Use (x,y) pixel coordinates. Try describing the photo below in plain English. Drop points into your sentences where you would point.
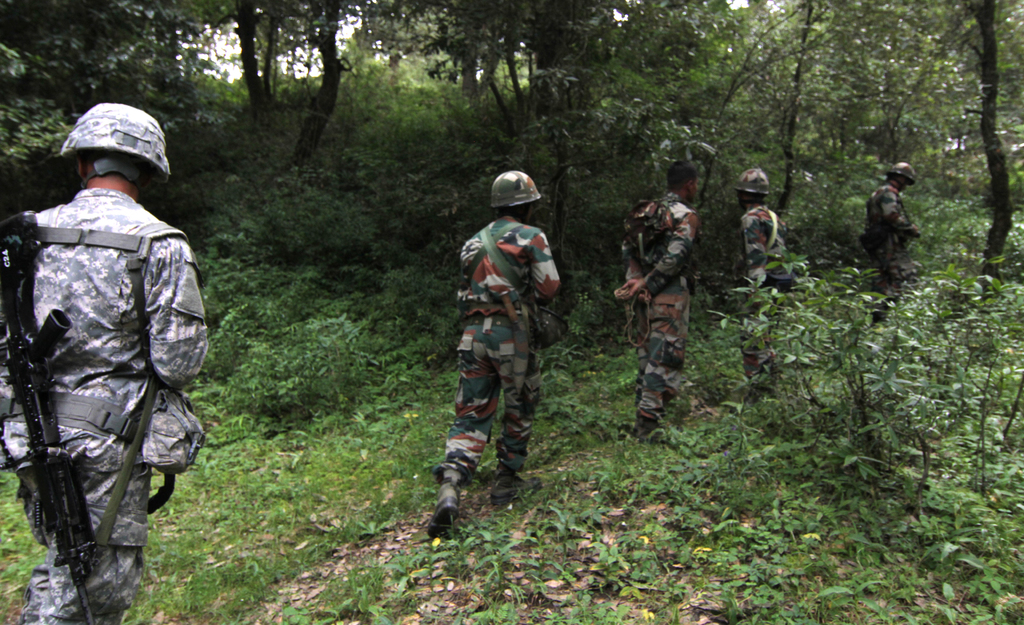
5 soldiers (661,312) are walking in a jungle (851,290). There are trees (27,56) surrounded by them.
